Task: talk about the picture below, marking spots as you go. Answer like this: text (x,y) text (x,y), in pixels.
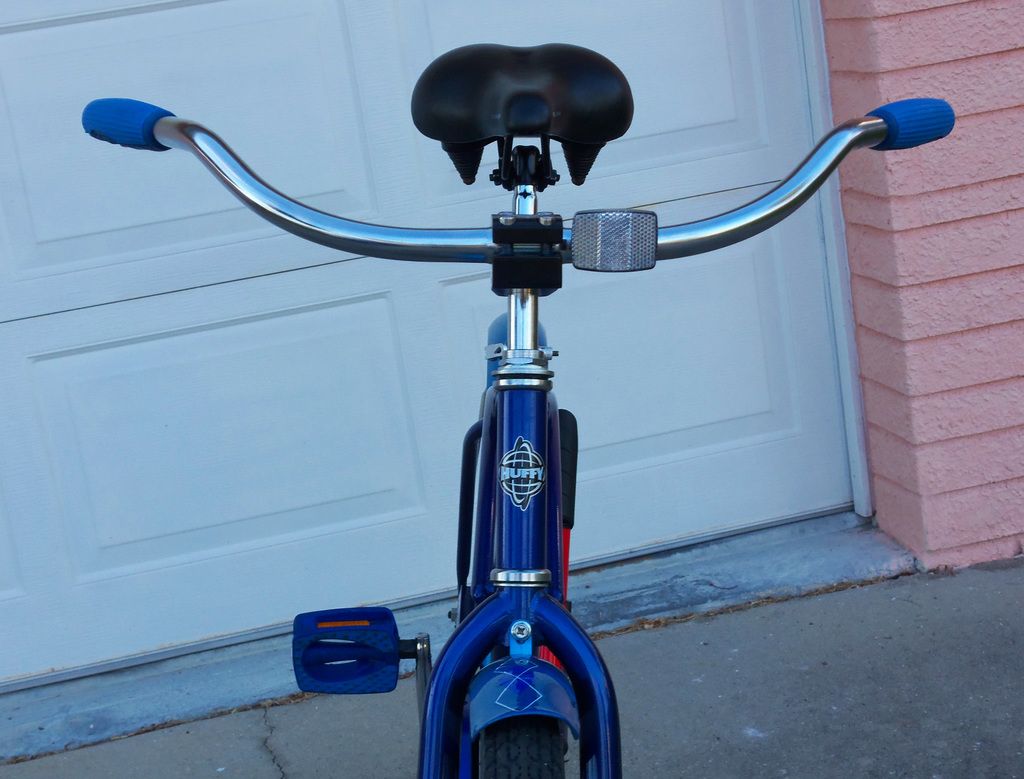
In this picture there is a cycle (550,461) which is parked in front of the white door (439,420). On the right (942,256) I can see the pink color wall (949,45).
